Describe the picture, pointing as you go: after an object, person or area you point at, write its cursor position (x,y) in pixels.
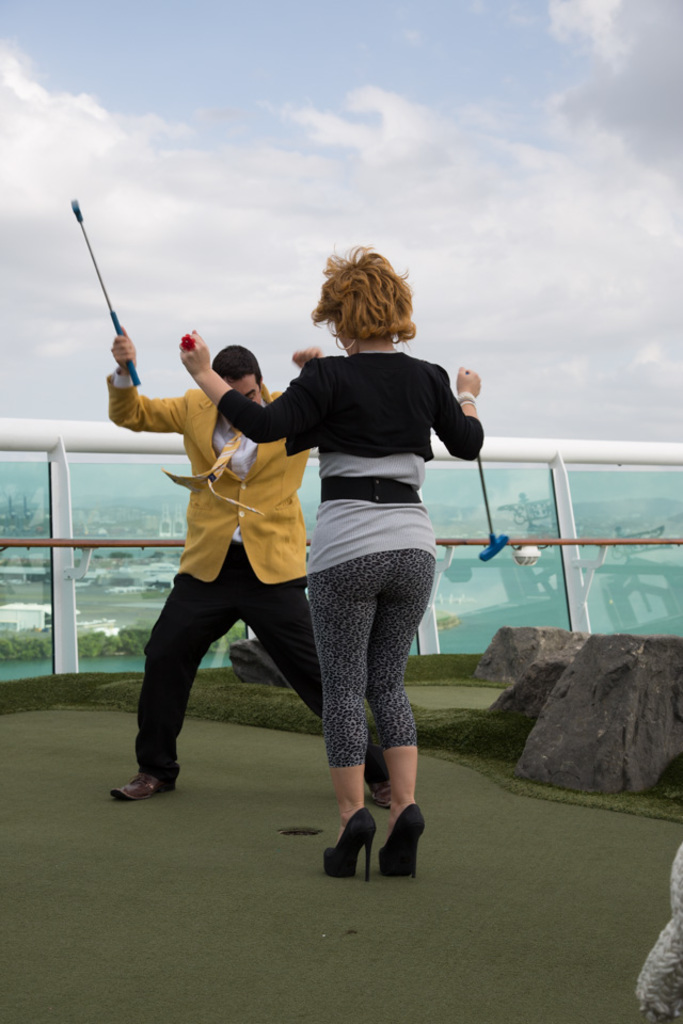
In this picture we can see there are two people (202,584) standing on the path (252,791) and a man (215,521) is holding a stick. On the right side of the people (313,603) there are rocks (655,740) and behind the people (280,591) there is the glass fence (66,587). Behind the glass fence (97,539) there are trees (143,648), houses (149,577) and the sky (668,374).
